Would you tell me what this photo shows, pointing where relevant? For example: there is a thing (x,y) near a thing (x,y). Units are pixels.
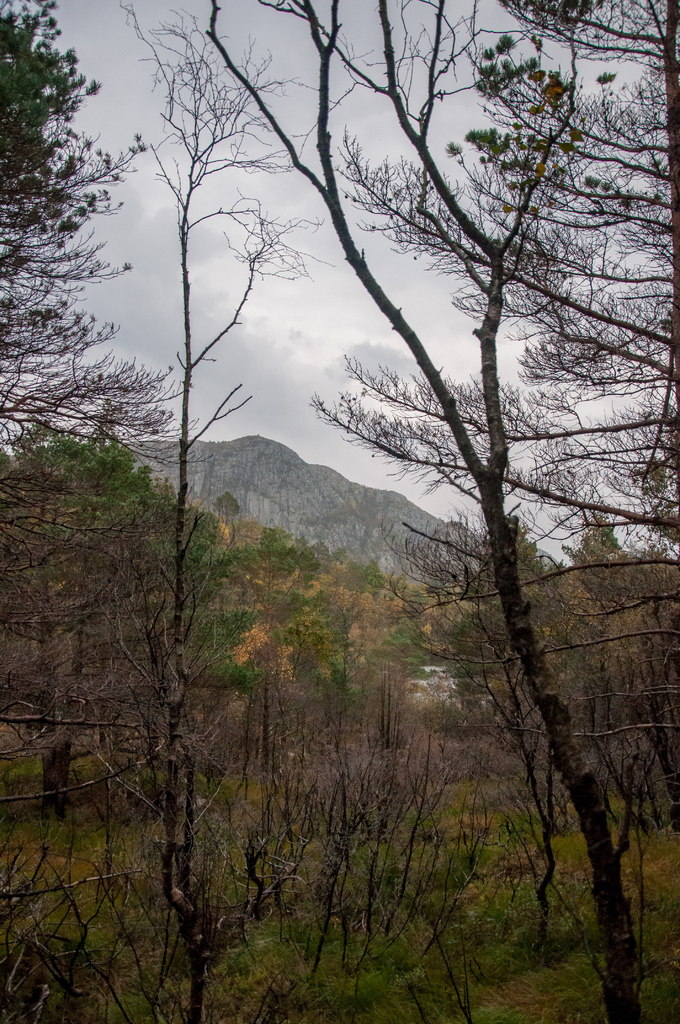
This image consists of grass (431,855), trees (371,742), mountains (352,495) and the sky (404,491). This image is taken may be in the forest (342,754).
